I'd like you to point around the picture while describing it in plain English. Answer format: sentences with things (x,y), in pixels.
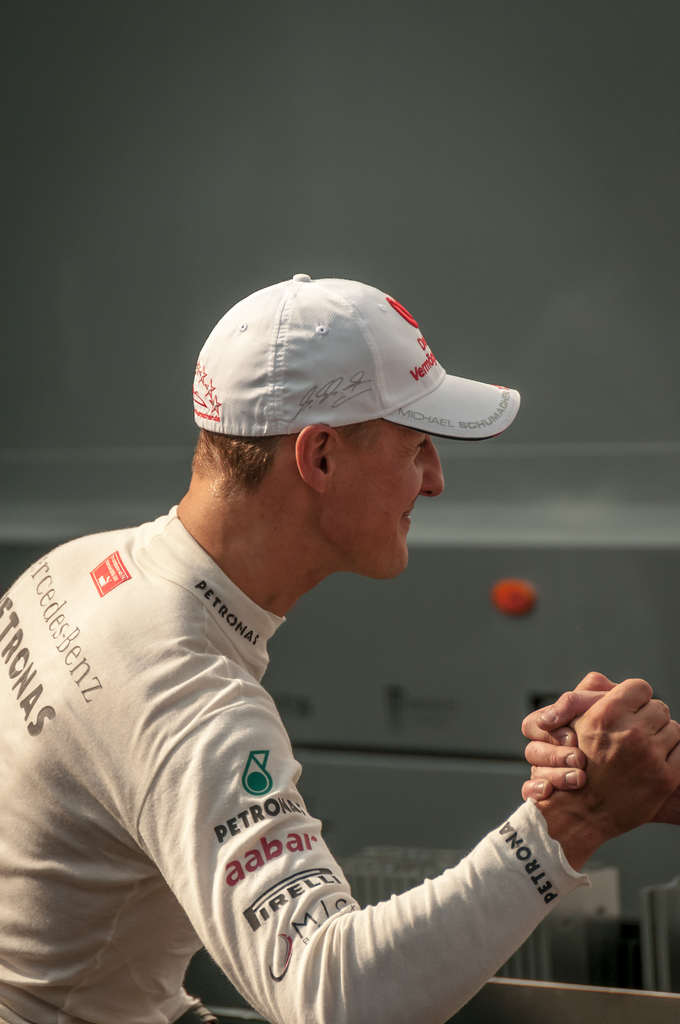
In the middle of the image (244,597) there is a man (180,786) holding the hand (591,702) of another person (563,726). In the background (405,788) there is a wall (402,807). At the top of the image (351,96) there is a wall (438,171).
